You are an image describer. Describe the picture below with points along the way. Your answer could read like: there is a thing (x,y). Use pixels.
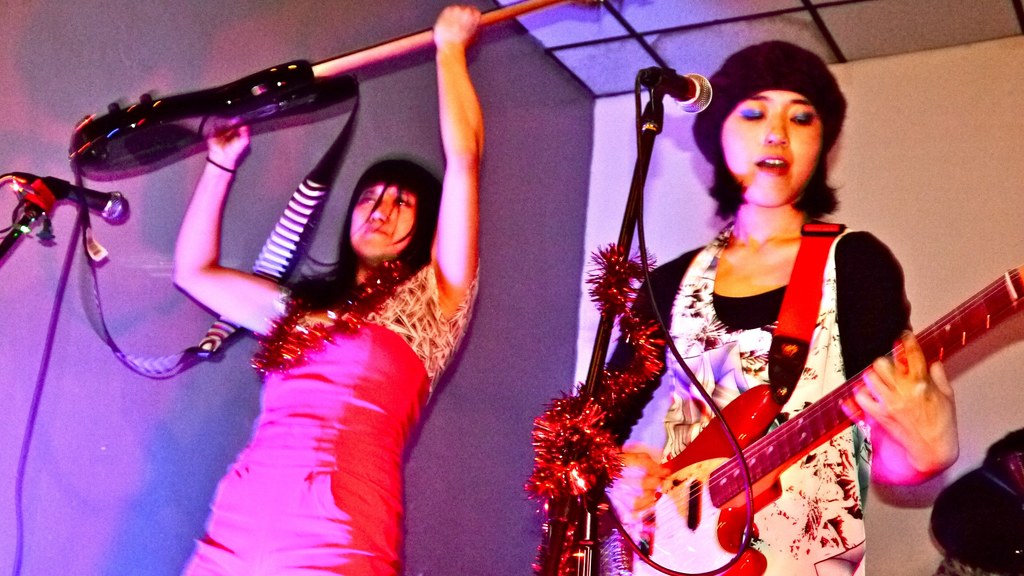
in the picture there are two women (850,268) holding guitar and one singing songs in a micro phone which is in front of her.
